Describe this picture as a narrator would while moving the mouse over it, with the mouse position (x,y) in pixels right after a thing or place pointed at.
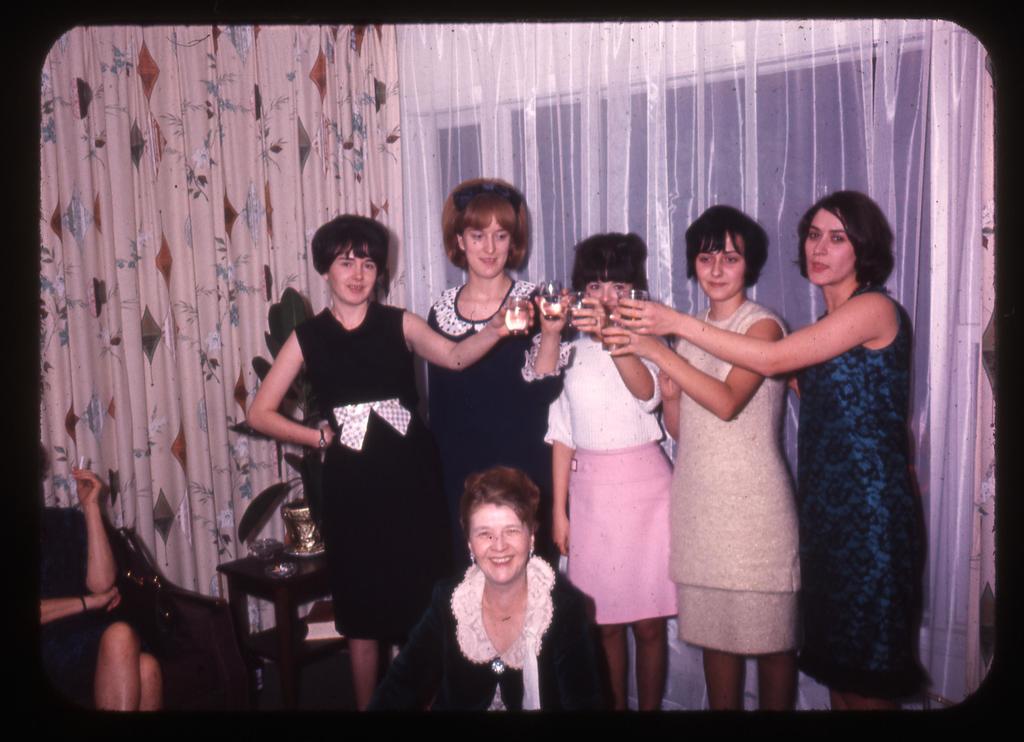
This is an edited image with the black borders (60,12). In the foreground (527,653) there is a woman (471,551) smiling and seems to be squatting. In the center (351,391) we can see the group of women (732,360) wearing dresses (841,375), holding glasses (522,313) of drinks (551,302) and standing. On the left (73,550) there is a person (54,578) sitting on the chair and we can see a house plant (303,547) placed on the top of the table (295,570). In the background (307,221) we can see the curtains (890,122) and the windows (783,195).
